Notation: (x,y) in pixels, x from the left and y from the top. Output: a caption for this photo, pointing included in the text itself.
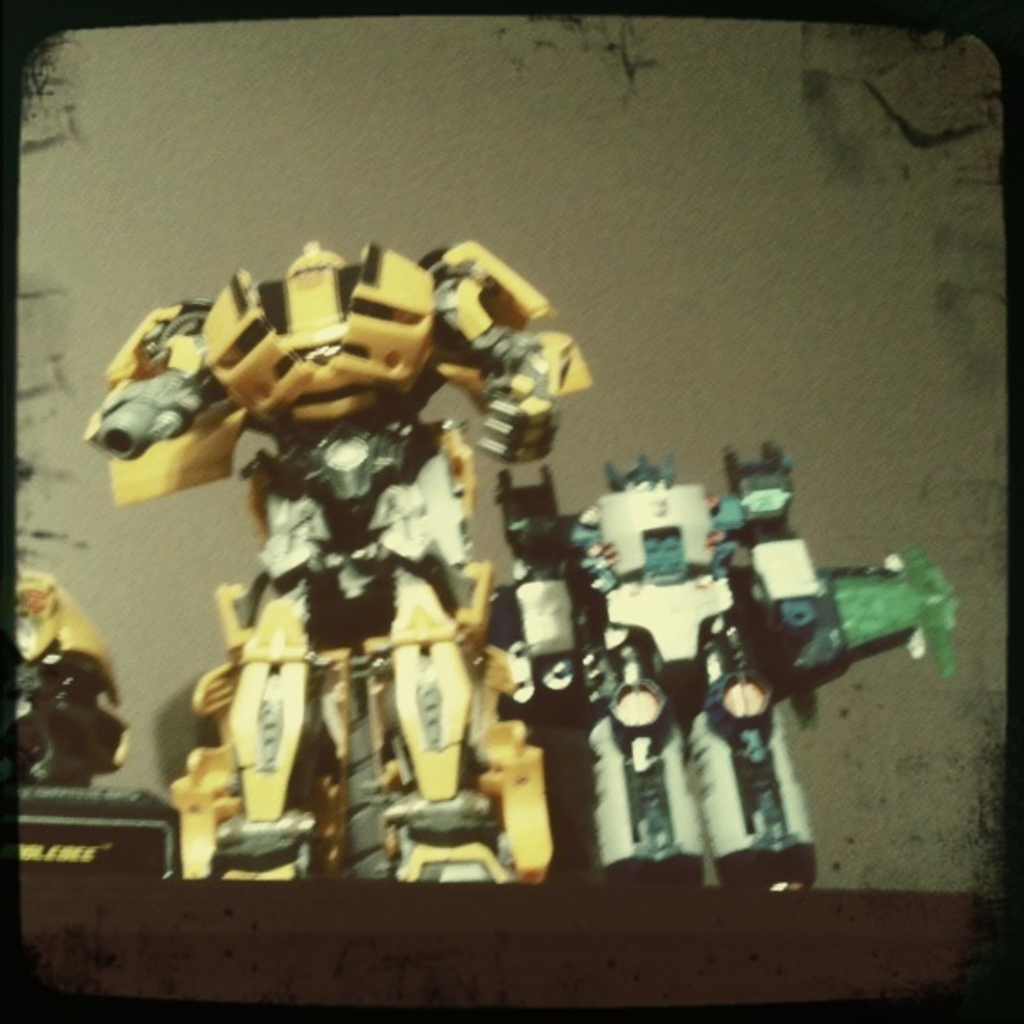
In this image there are toy robots (495,696). At the bottom of the image (458,907) it is dark.
